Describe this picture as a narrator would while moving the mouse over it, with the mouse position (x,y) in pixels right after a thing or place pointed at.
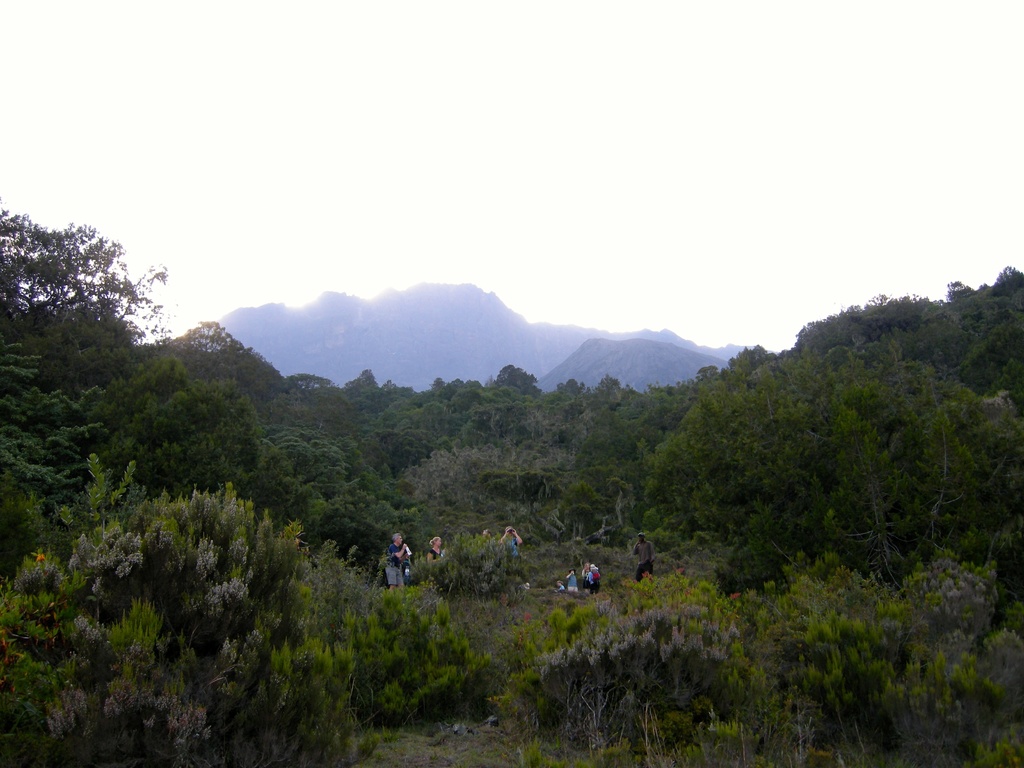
As we can see in the image there is a clear sky (598,208) and below it there is a mountain (547,351) and other side of the mountain (328,347) there are lot of trees (311,413) and in between there are people (394,560) sitting and standing.
